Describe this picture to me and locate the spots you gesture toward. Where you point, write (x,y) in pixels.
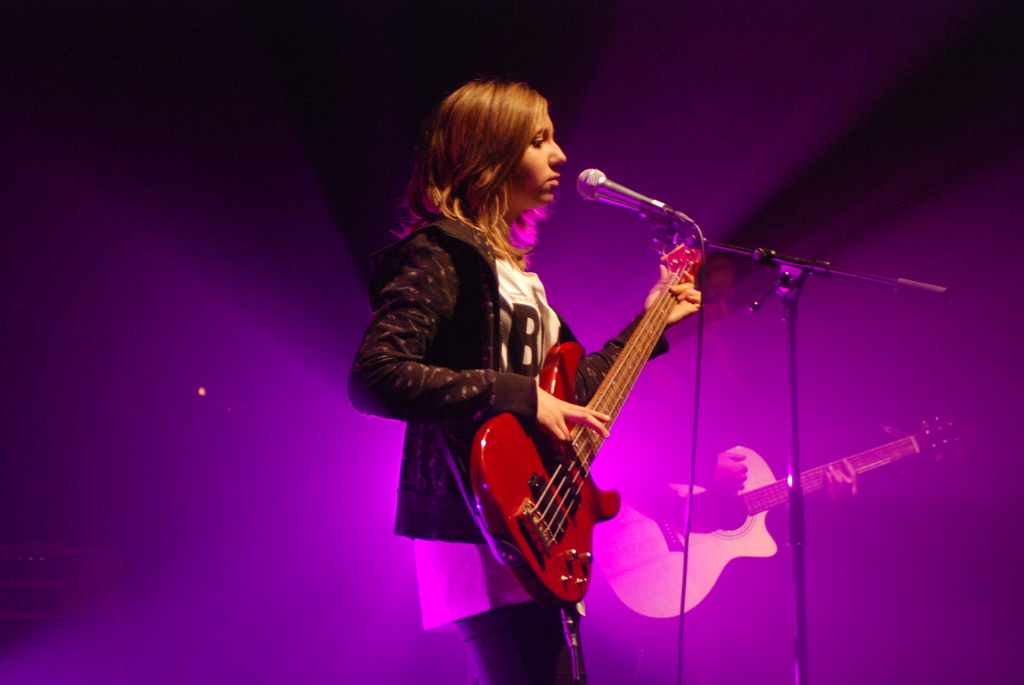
In this image we can see one woman (494,353) holding a musical instrument (496,481). And we can see one person (729,494) beside the woman (556,321). And we can see the mikes (616,185) in front of them. And we can see the colored background (282,611).
